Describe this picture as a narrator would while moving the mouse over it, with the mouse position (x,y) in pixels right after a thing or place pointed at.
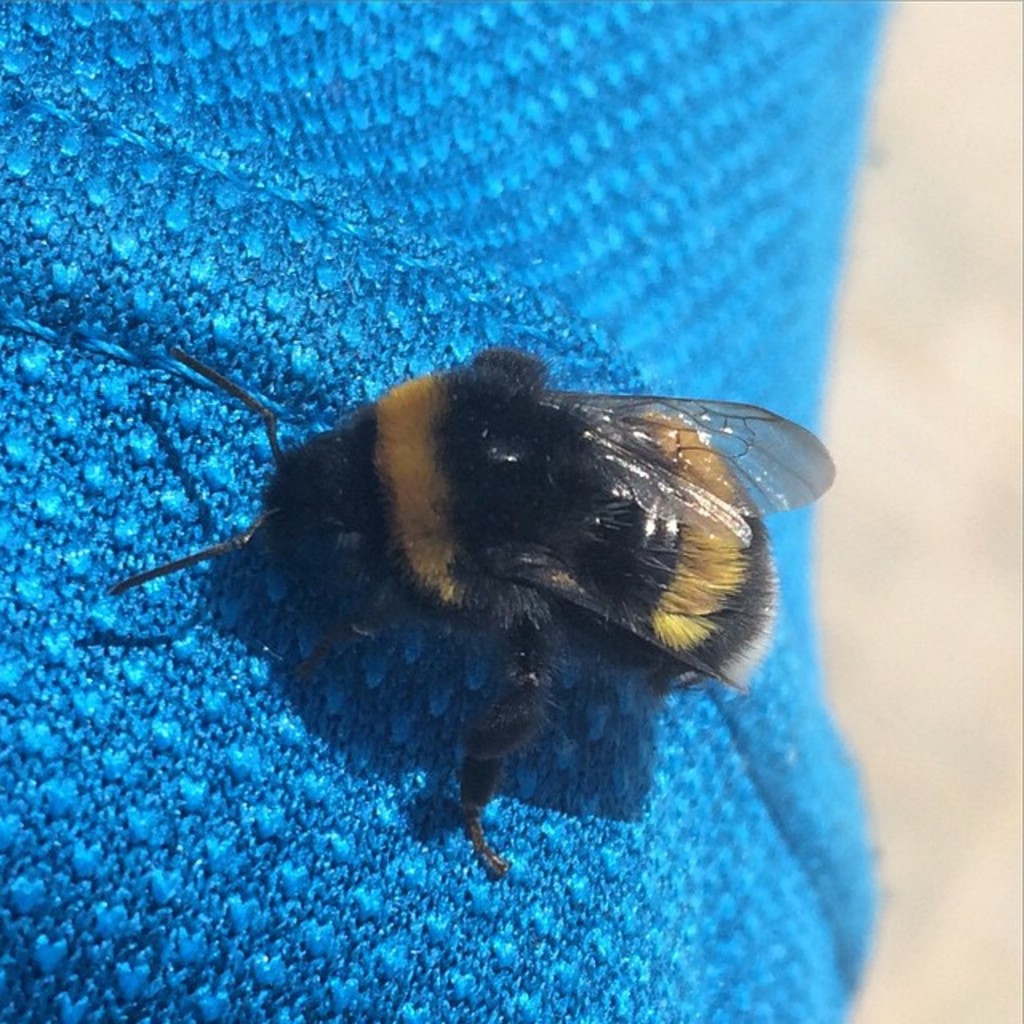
In the center of the image (589,417) there is a insect (539,725) on the blue color cloth (259,375).
